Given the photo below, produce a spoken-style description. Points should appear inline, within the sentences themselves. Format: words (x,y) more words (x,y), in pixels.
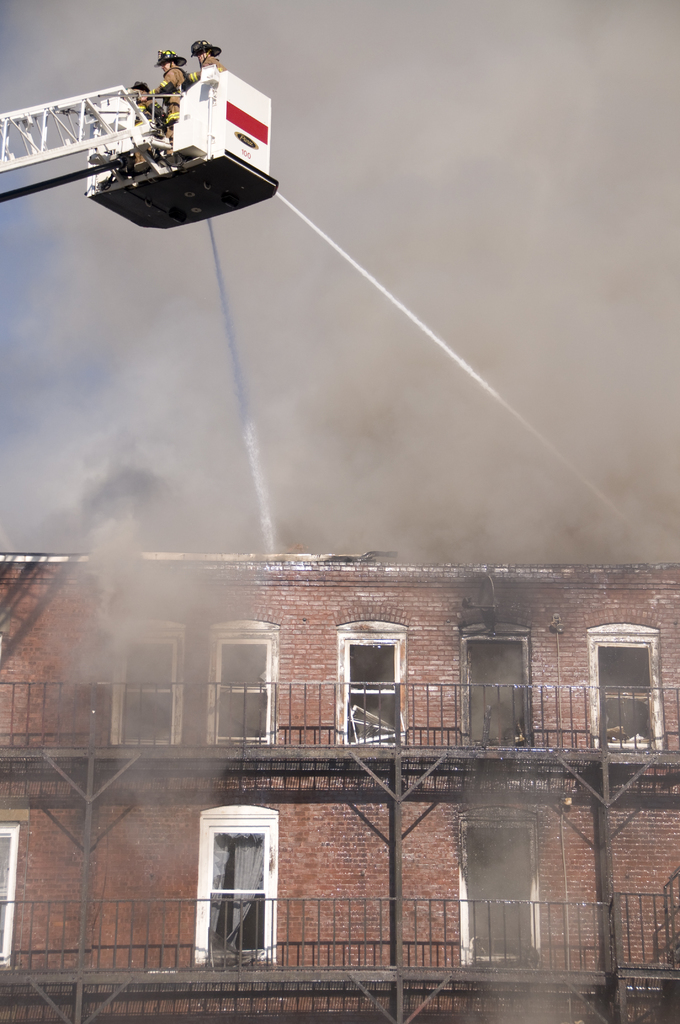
In this picture I can see a building (362,745), smoke (298,453) and few people (150,105) on the crane (198,95) and I can see water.
